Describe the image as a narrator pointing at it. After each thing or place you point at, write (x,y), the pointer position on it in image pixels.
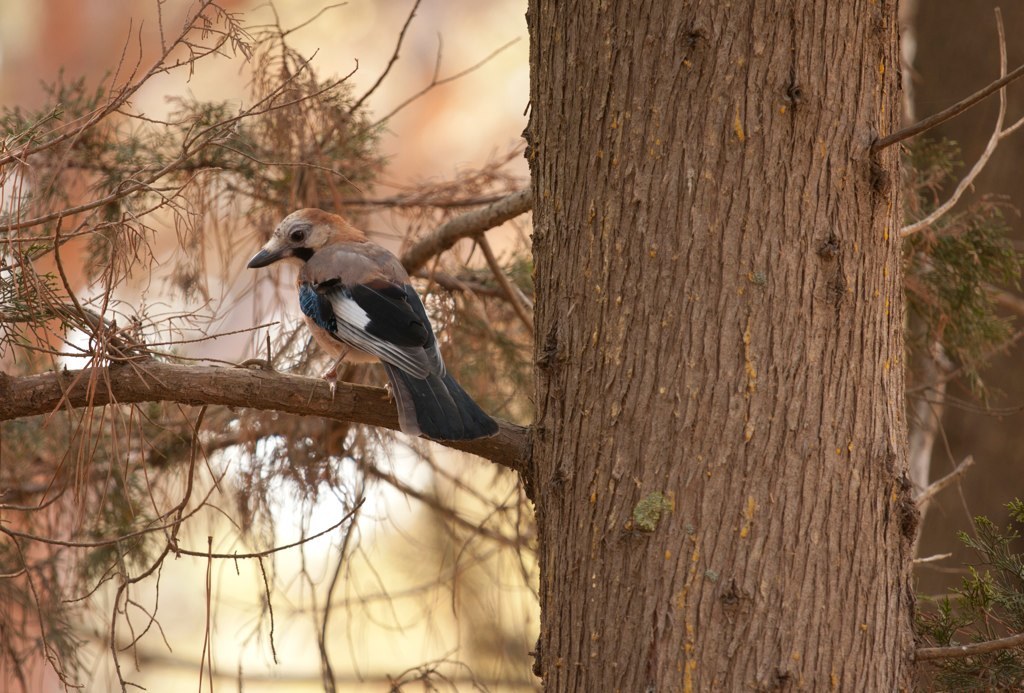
In this image we can see a bird (359,341) on the branch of a tree (758,612). There is a blur background (400,668).
